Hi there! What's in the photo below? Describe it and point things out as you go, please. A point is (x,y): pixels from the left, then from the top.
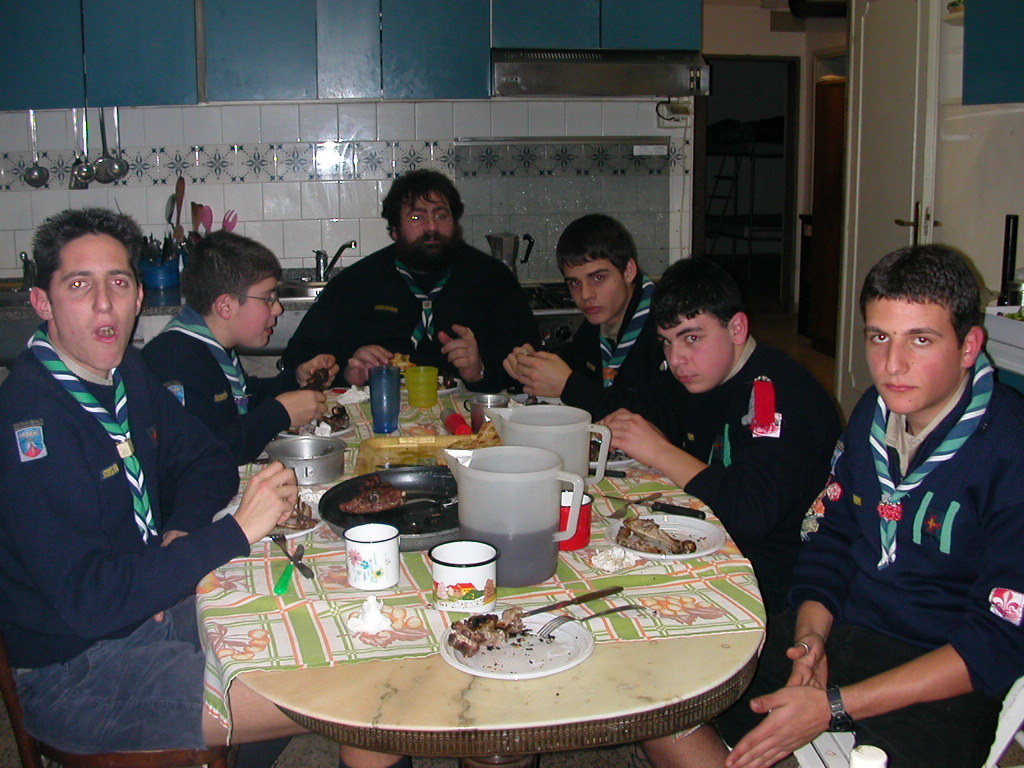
In this image i can see a group of people (375,320) sitting together around the table (376,744), and on the table (441,425) i can see food items (396,490), plates (529,637), spoons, jars (475,504) and glass (427,370). In the background (309,238) i can see a kitchen wall (331,148), a tap (319,274), a sink (306,298) and few spoons (120,176).
